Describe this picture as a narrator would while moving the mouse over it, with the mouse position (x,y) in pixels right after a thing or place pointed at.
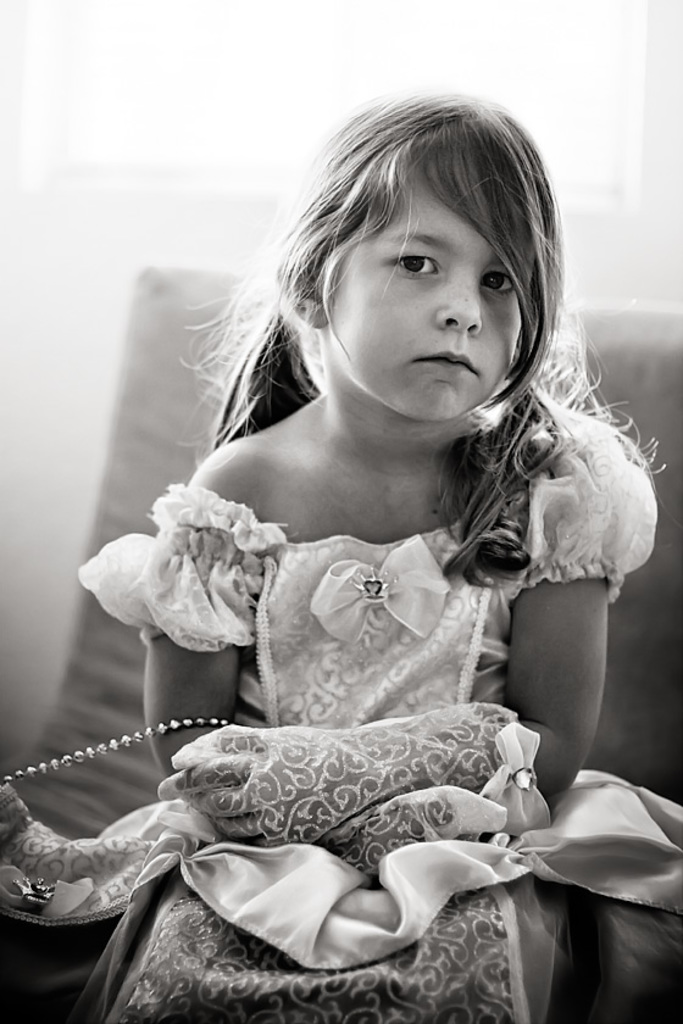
This is a black and white image in this image there is a girl (222,765) sitting on a sofa (176,289).
